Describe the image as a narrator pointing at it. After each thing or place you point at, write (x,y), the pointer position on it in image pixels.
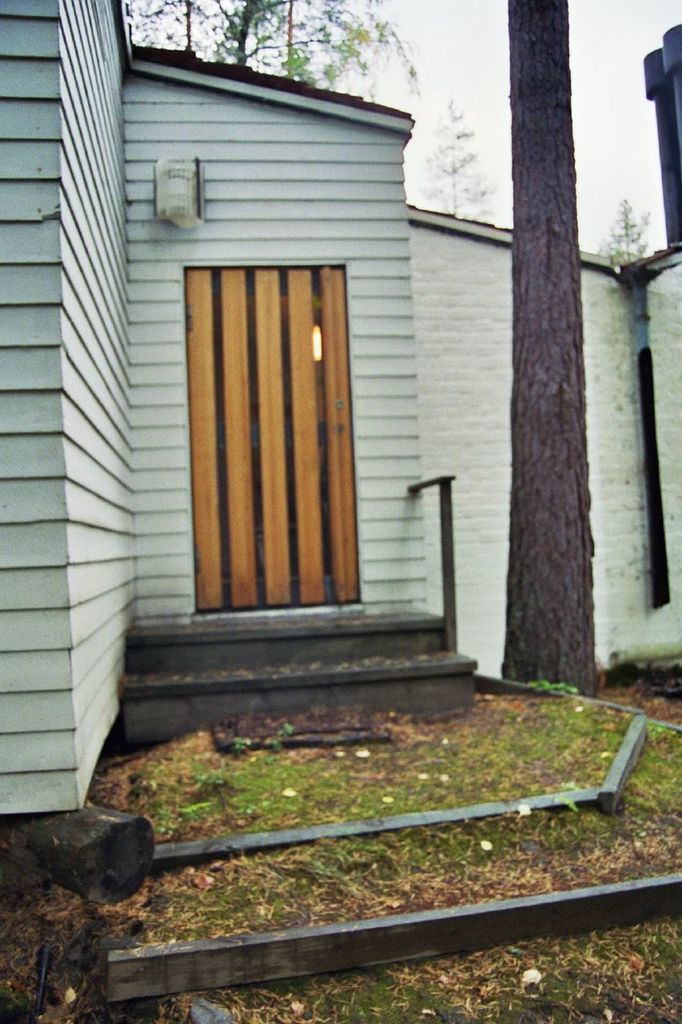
In this image we can see a building (220,400) with door (223,392) and light (177,194), in front of the building (632,629) there are stairs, a tree (535,423) and sky (442,41) in the background (442,41).
